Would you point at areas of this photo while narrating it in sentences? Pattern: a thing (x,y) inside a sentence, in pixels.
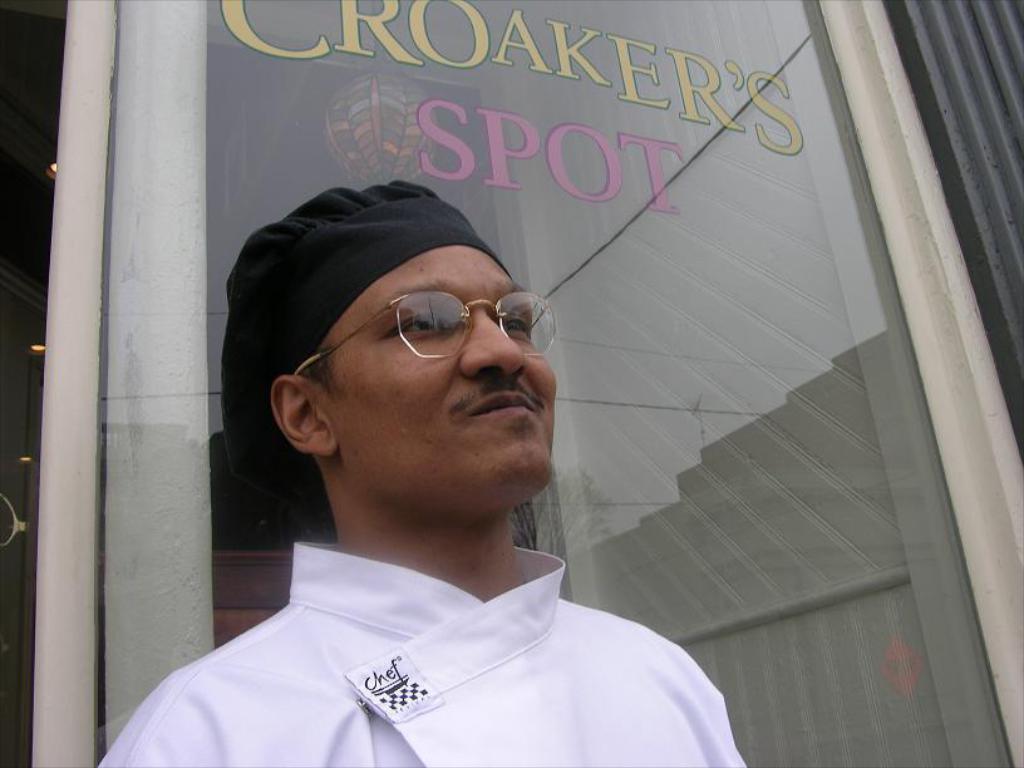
In the foreground of the image (588,702) we can see a person (536,630) wearing spectacles (408,348) and a cap (371,281). In the background (850,626), we can see the glass door (691,231) with some text (526,32), a ball (392,149) and some lights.
